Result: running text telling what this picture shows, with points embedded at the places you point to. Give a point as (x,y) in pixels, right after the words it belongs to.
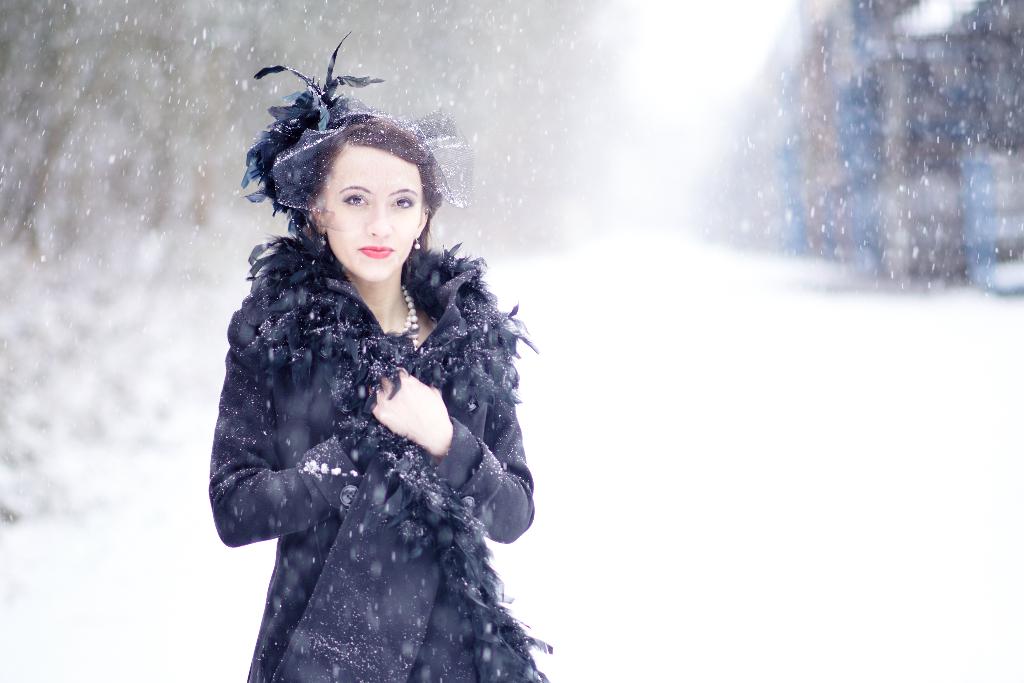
A woman (389,520) is standing on the left (298,523) wearing a black dress (385,599), pearls chain (413,316) and there are hairs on her head (286,163). There is a snowfall (716,207) and the background (105,95) is blurred.
